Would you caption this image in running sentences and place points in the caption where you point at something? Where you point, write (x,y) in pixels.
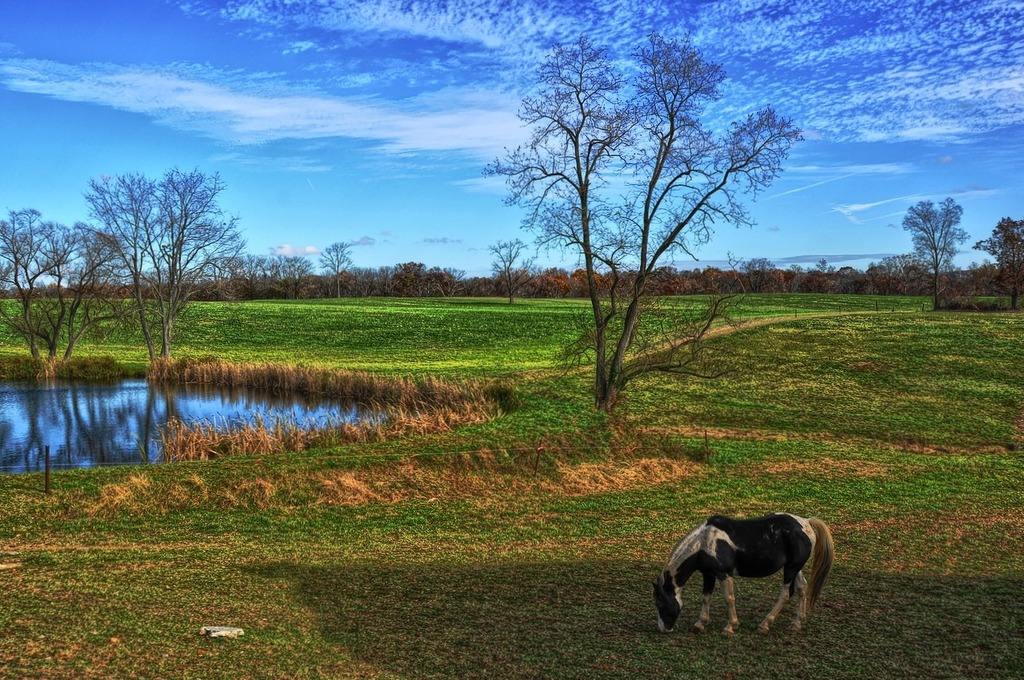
This is a horse (746,573), which is standing and eating the grass (618,634). I think this is a pond (139,406) with water (100,446). These are the trees (386,280). Here is the grass (579,304). I can see the clouds (269,99) in the sky (428,72).
